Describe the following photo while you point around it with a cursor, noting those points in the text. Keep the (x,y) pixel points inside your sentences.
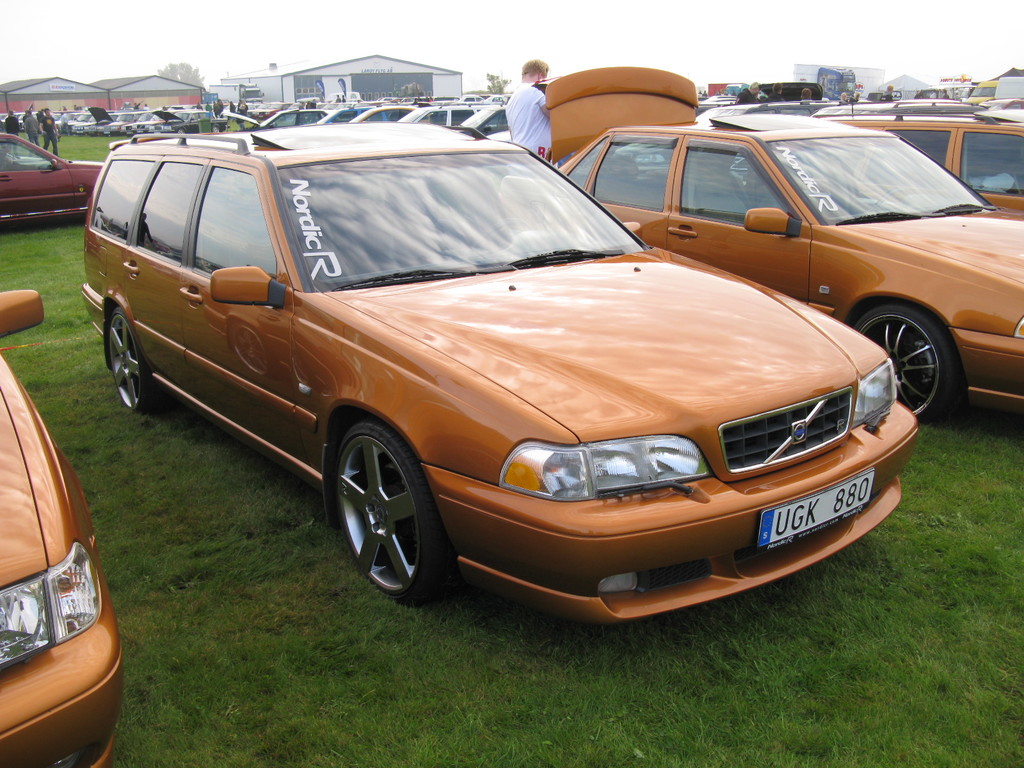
In this image, we can see some cars (376,252) and sheds (54,95). There is a person (524,117) at the top of the image (536,61).
